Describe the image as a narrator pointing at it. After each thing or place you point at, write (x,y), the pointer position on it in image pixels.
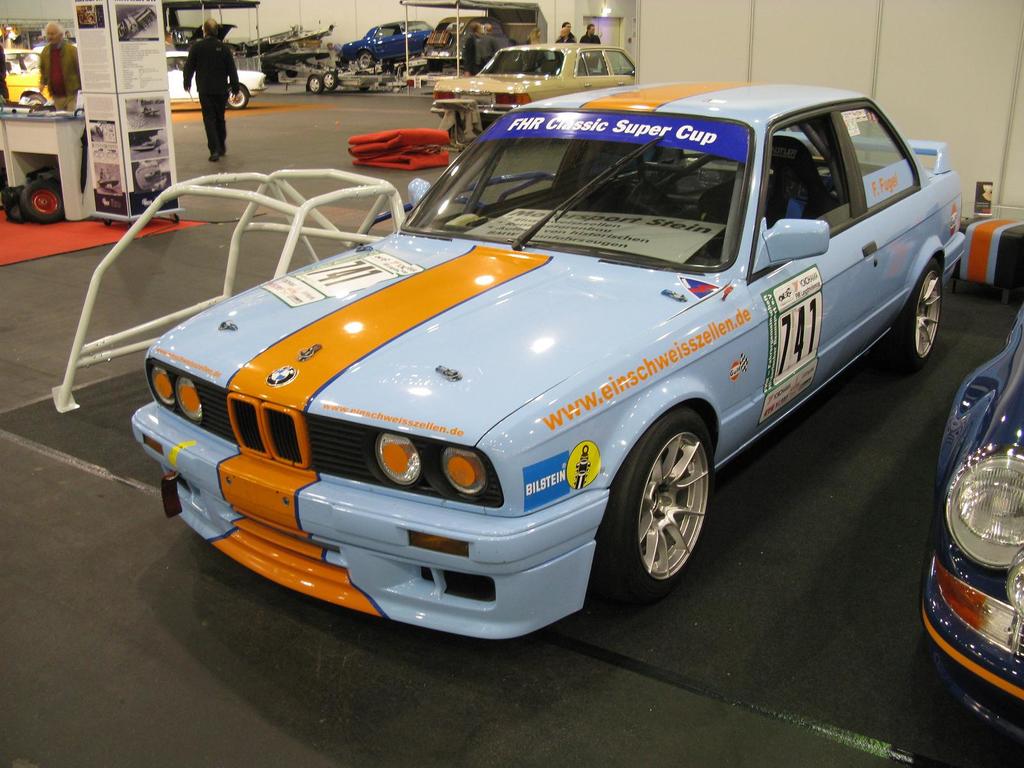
These are cars (658,453), there a person (221,69) is walking.
